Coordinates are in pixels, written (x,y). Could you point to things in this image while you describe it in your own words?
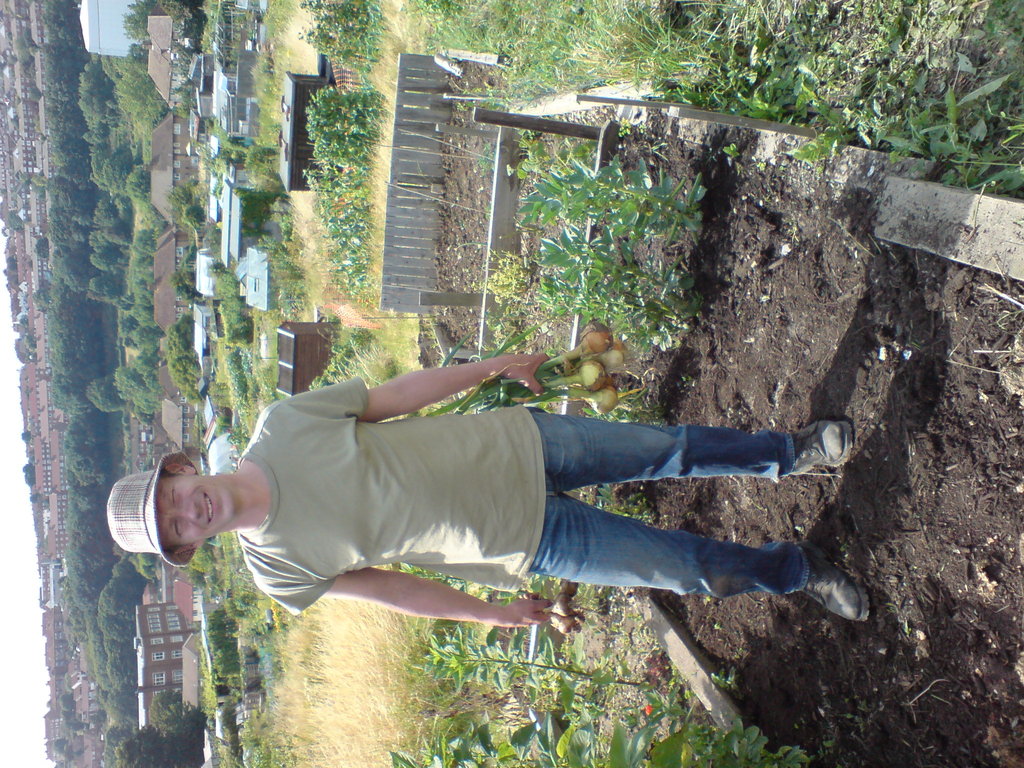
In this image there is a person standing and smiling holding vegetables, and in the background (132,648) there are plants (638,295), houses (178,418), trees (105,632), sky (11,452).
